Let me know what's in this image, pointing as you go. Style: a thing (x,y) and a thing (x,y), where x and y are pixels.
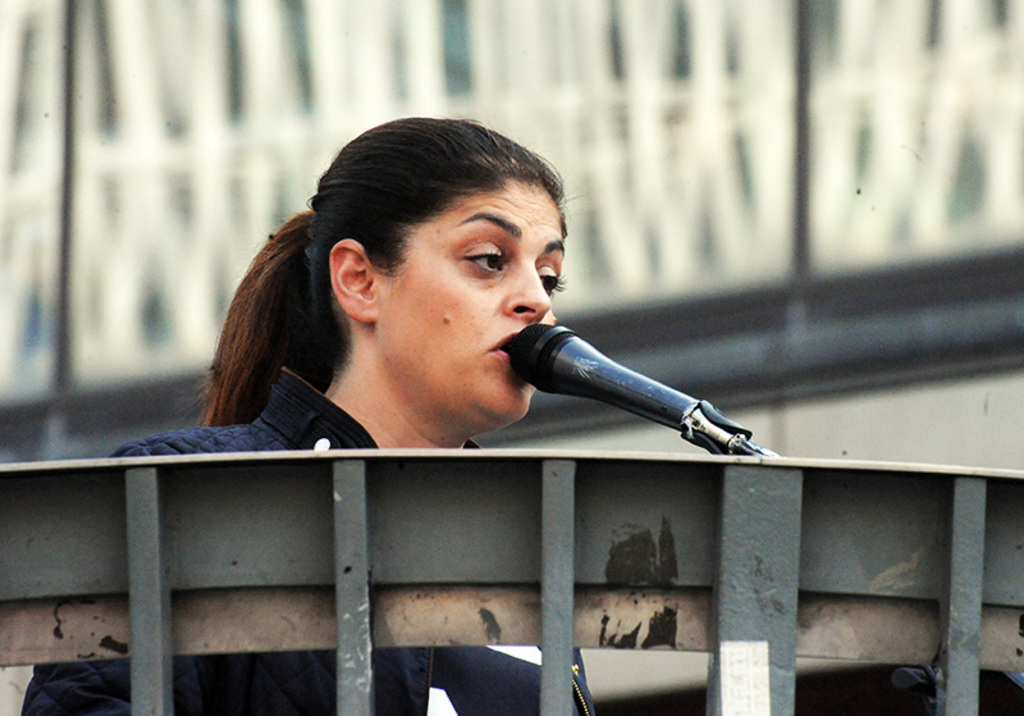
A woman (429,262) is present talking in a microphone (699,407). The background (585,12) is blurred.
